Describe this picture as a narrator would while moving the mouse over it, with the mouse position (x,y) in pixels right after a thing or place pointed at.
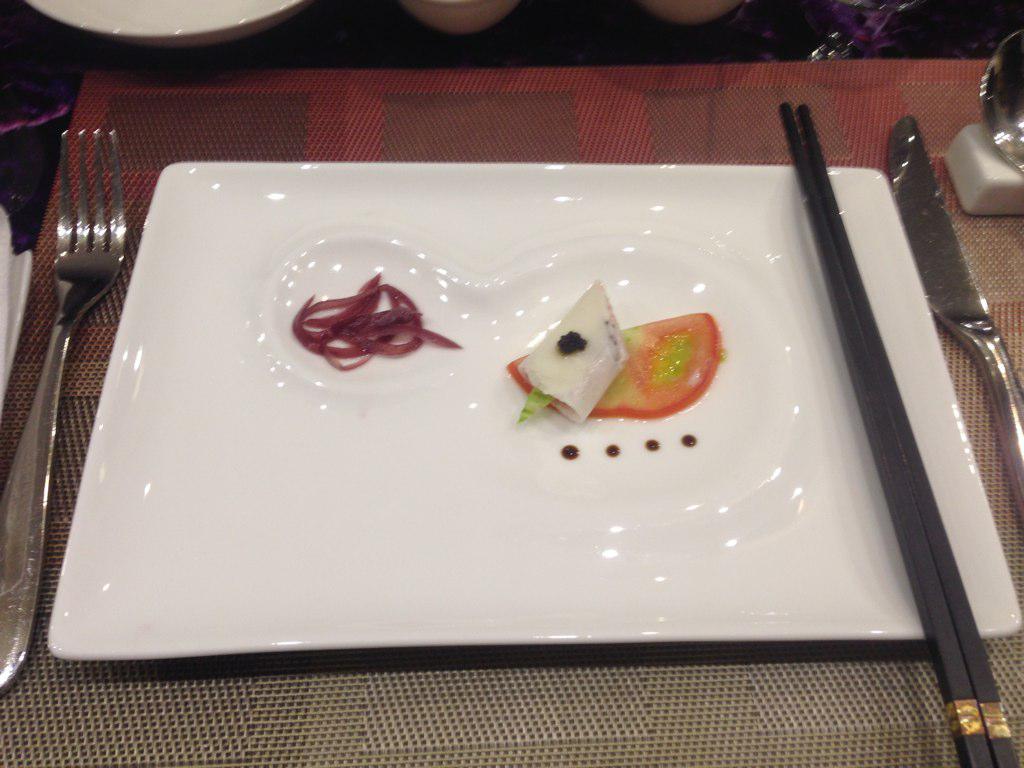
In this picture there is a plate (489,204) with food eatables (573,388) on it and pair of cutlery (107,264) on both sides and we have a chopsticks (875,385) on the right side of the plate (826,389). The plate (826,389) is kept on the table (611,125) and a red cloth (327,115) is on top of it.
